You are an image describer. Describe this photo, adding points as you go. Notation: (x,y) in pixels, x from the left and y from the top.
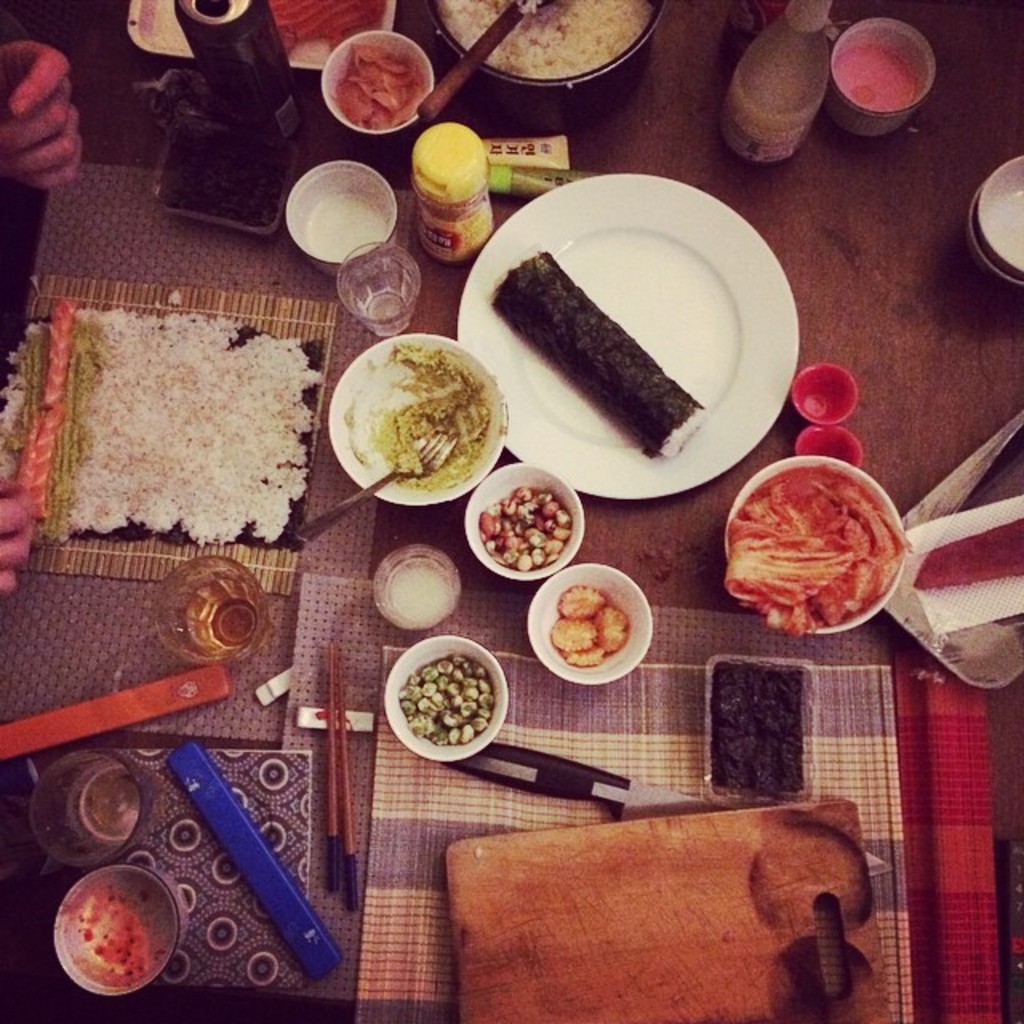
In this picture, we see a brown table (418,253) on which chopping board (467,896), knife (522,770), bowls (473,531) containing eatables (509,530), spoon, water glass (384,263), glass (263,624) containing cool drink (228,605), chop sticks (335,747), plate (527,424) containing food (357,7), bowl (627,69) containing food (619,28) and spoon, sauce bottle (759,17), cups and trays (911,635) are placed. We even see the water bottle (261,100) is placed on the table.
